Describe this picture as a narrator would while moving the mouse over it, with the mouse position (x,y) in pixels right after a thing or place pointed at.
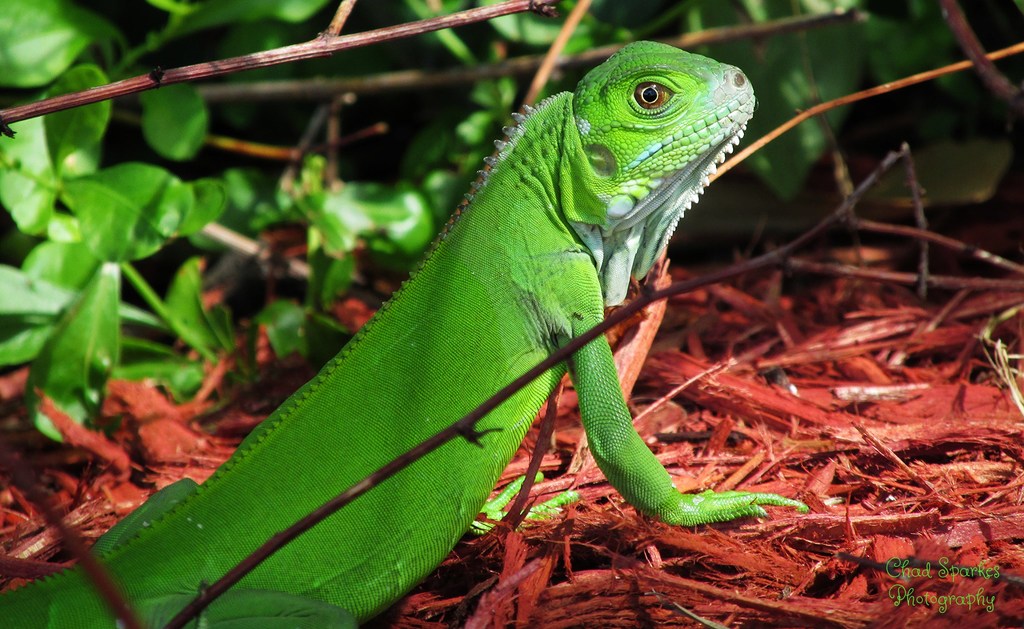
In this image we can see an iguana (623,406) on the ground (656,402) and plants (96,186).
